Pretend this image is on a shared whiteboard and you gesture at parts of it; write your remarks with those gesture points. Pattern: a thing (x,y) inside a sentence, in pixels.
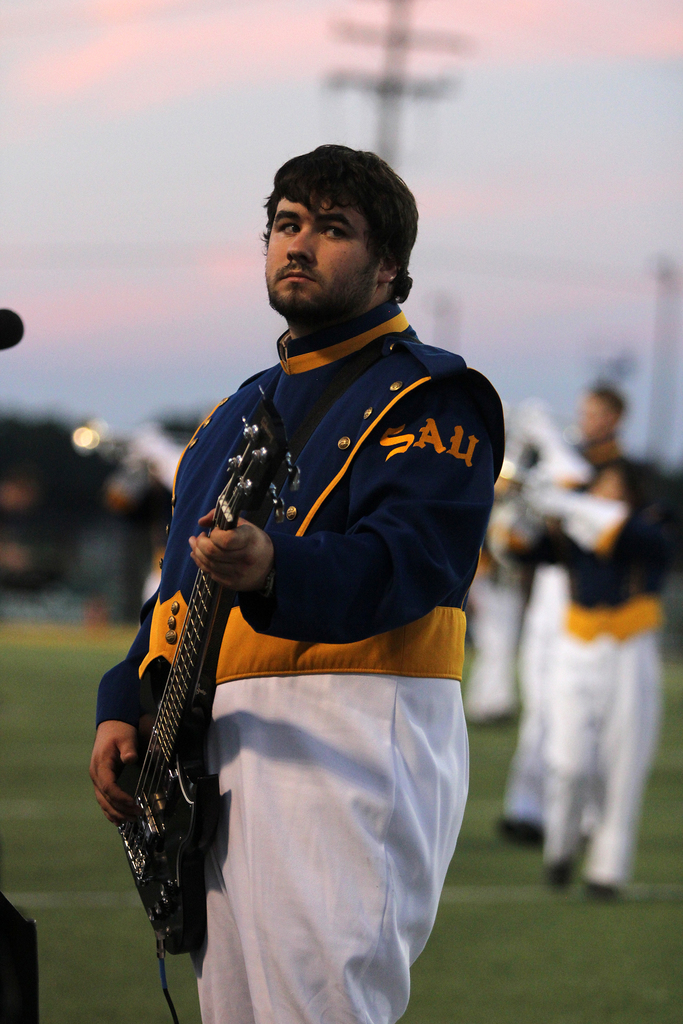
In this image I can see a man (339,1019) is standing and holding a guitar (202,921). In the background (530,611) I can see few more people (483,677).
